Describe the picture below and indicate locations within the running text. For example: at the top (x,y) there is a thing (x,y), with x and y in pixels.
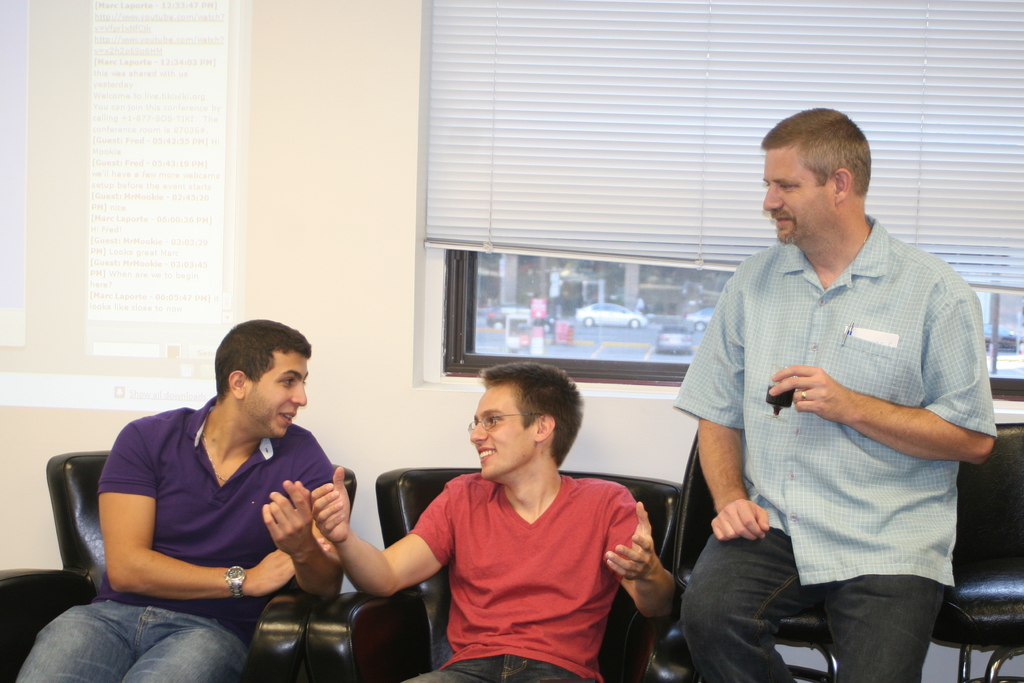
The picture is inside a room (345,580). There are three persons (572,496) in the picture. In the left side (192,520) a person (156,491) is wearing a violet t shirt (152,463) and jeans (96,636). He is wearing a watch (233,577) in his hand (235,577). He is smiling. in the middle (488,441) the person (538,548) is wearing a red t shirt (492,548) and a black jeans (456,665). In the right (809,449) the person (876,430) is wearing a blue check shirt (909,352) and a jean (730,573). He is holding a small black object (775,415). There is pen (847,330) inside his pocket (847,343). he is also smiling. The middle person (526,446) is wearing glasses (488,428). He is smiling. All of them are sitting in black chairs (691,555). In the background (727,162) there is window blinds (652,134). There are too many thing happening in the background (582,335). It is a busy street (601,297) in the background (657,292) we can see through the window glasses (650,280). The wall (318,205) is white. There is projector screen (35,159) in the wall (80,159).
